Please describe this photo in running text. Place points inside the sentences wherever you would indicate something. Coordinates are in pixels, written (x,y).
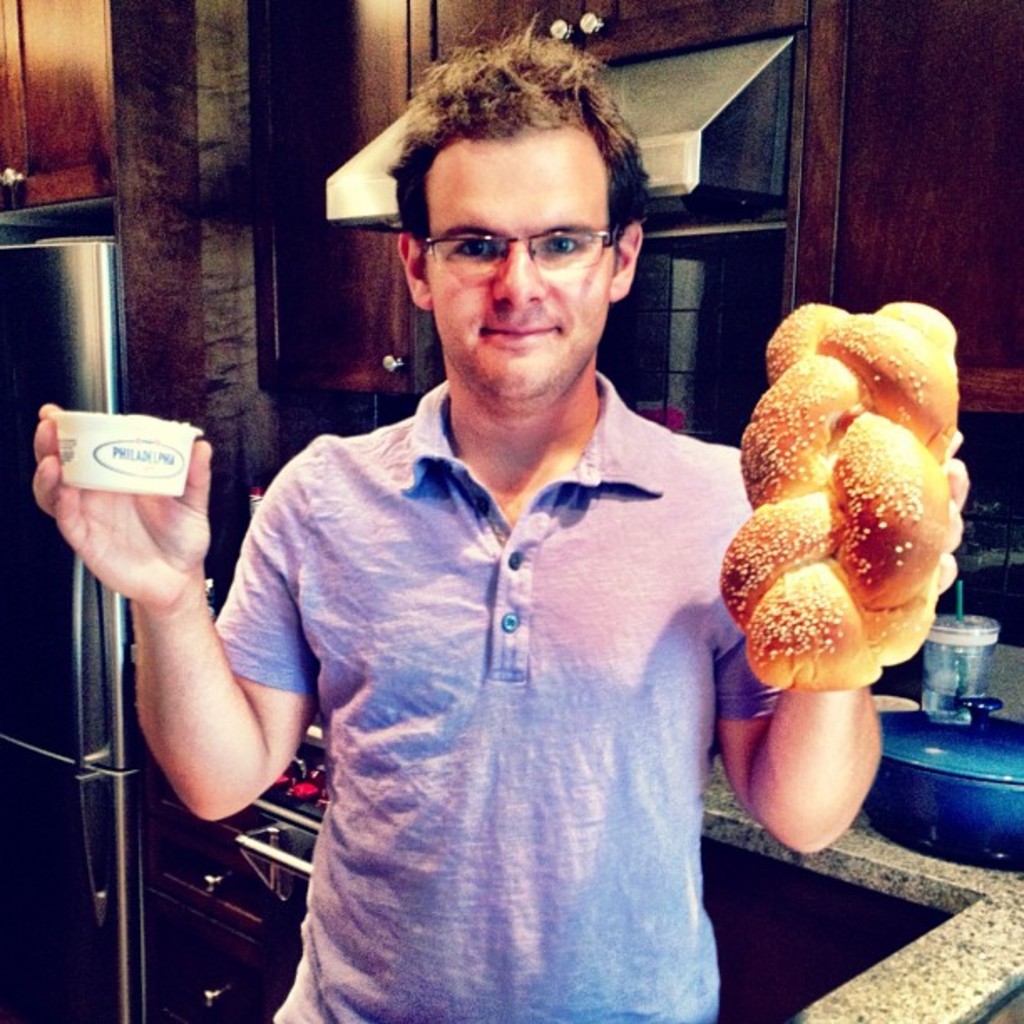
In this image, we can see a person (644,476) holding some objects (869,435). We can also see some objects (1014,820) on the right (938,768) are placed on the surface (942,959). We can also see a fridge (53,319) and the wall (180,88) with some cupboards (652,48) and an object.
